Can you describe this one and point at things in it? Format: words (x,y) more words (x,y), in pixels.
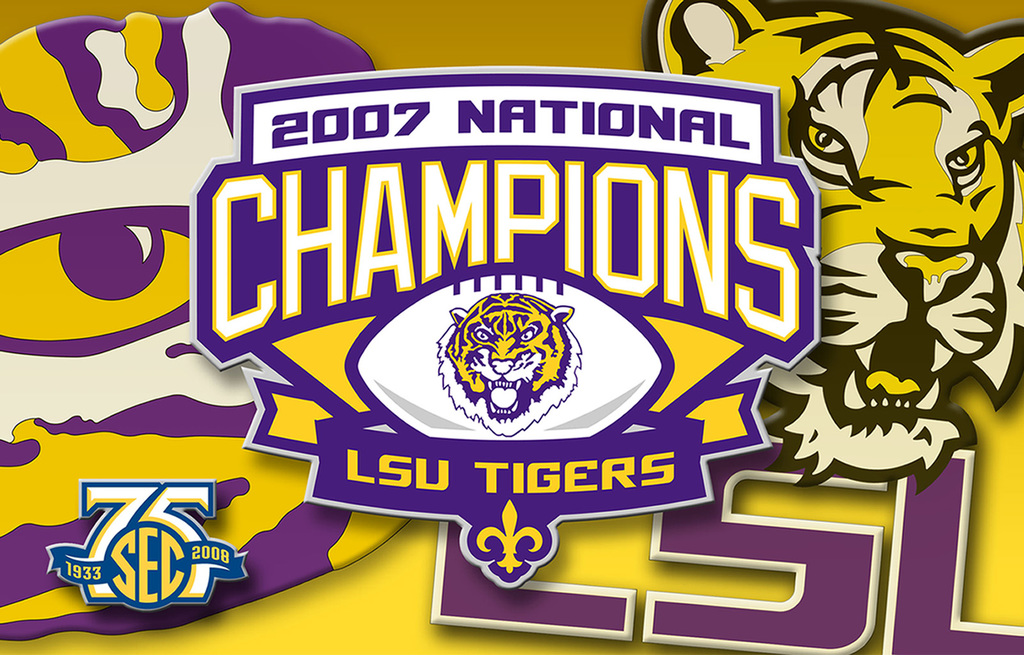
In this picture there is 2007 national champions (711,287) written on it and there are some other pictures (955,238) behind it.
